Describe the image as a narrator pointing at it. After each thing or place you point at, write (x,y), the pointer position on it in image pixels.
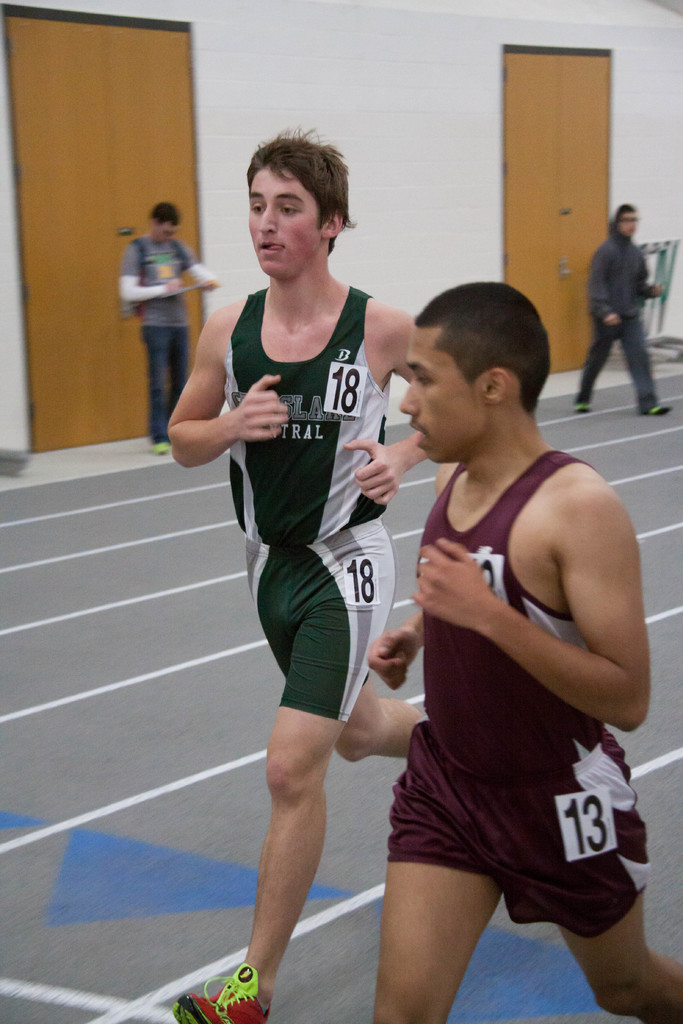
In the image two persons (282,518) are running. Behind them two persons (642,395) are walking. Behind them there is wall (3,110), on the wall (7,112) there are two doors (533,97).
